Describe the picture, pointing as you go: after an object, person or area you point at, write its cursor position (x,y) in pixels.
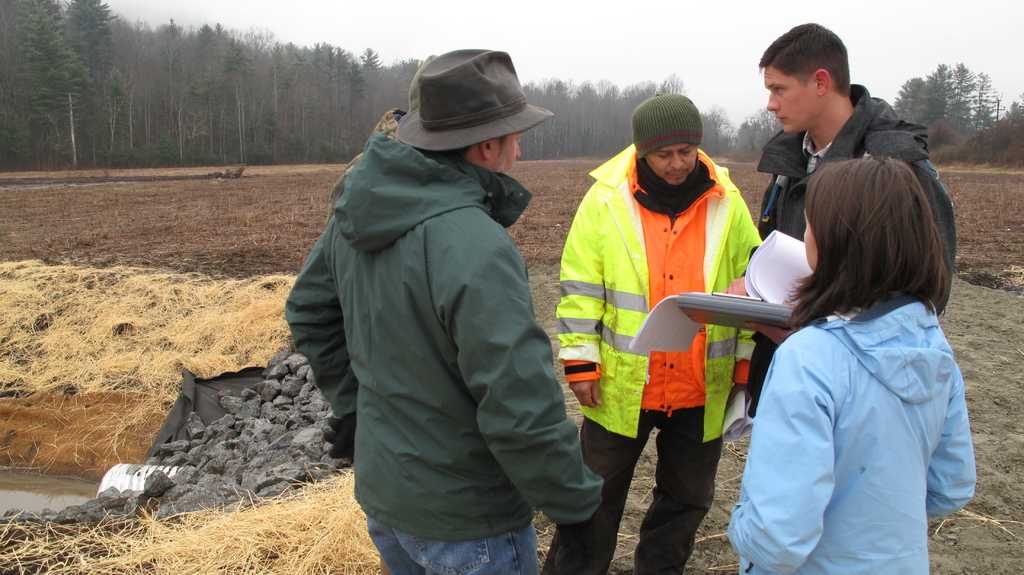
In the picture I can see people (625,274) are standing among them the man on the right side (806,137) is holding some objects (760,300) in the hand (734,287). In the background (344,108) I can see, trees (590,91), the grass (280,350), the water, rocks (166,456) and the sky (622,57).
